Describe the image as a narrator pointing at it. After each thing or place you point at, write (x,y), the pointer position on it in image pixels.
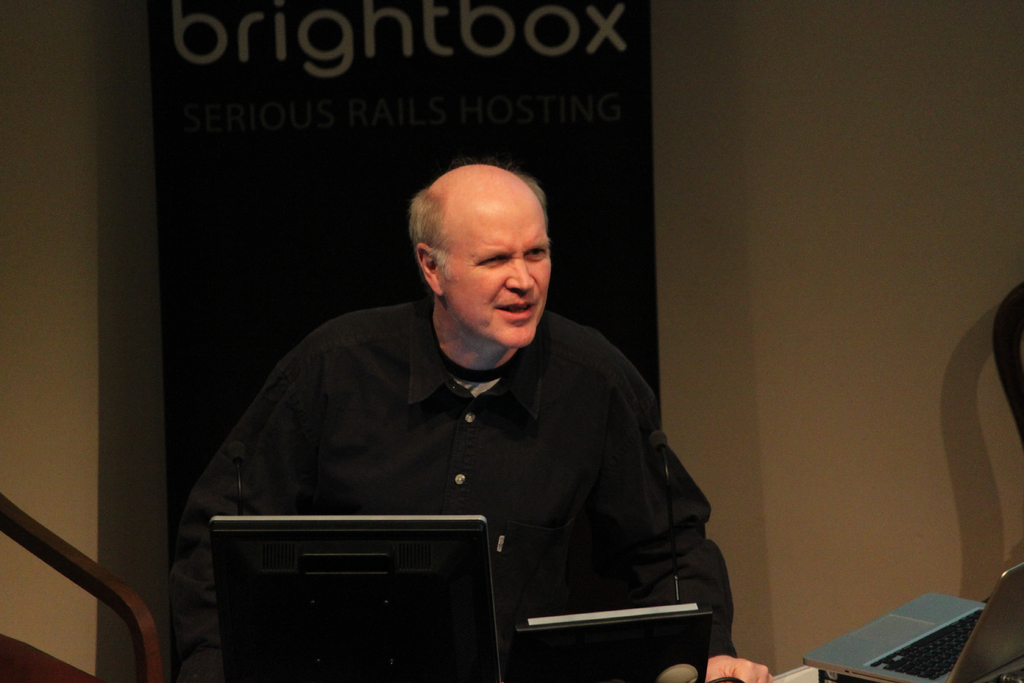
In this image we can see this person (649,396) wearing black dress (501,508) is here where we can see a few objects (594,668) here. In the background (551,294), we can see the banner (375,176) and the wall (895,65).
